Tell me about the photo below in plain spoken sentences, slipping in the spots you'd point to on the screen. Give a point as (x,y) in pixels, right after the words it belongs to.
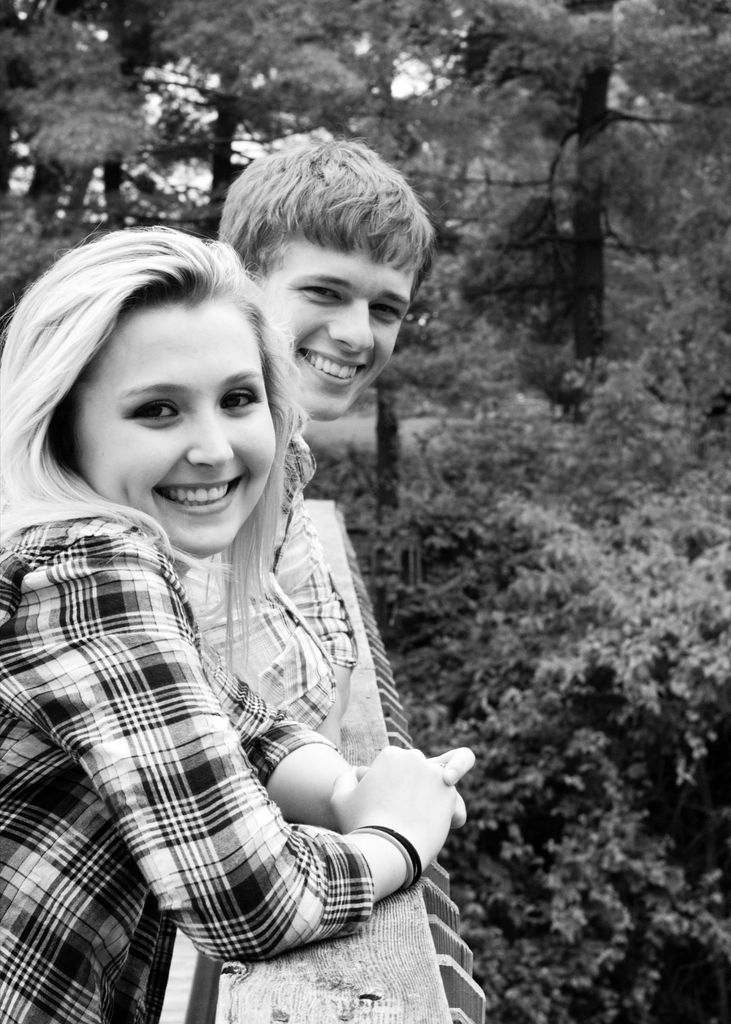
This is a black and white picture. The girl (154,691) in check shirt (162,809) is standing beside the wall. Beside her, we see a man (293,624) in check shirt (288,566) is standing. Both of them are smiling. There are many trees (561,473) in the background (556,128).
